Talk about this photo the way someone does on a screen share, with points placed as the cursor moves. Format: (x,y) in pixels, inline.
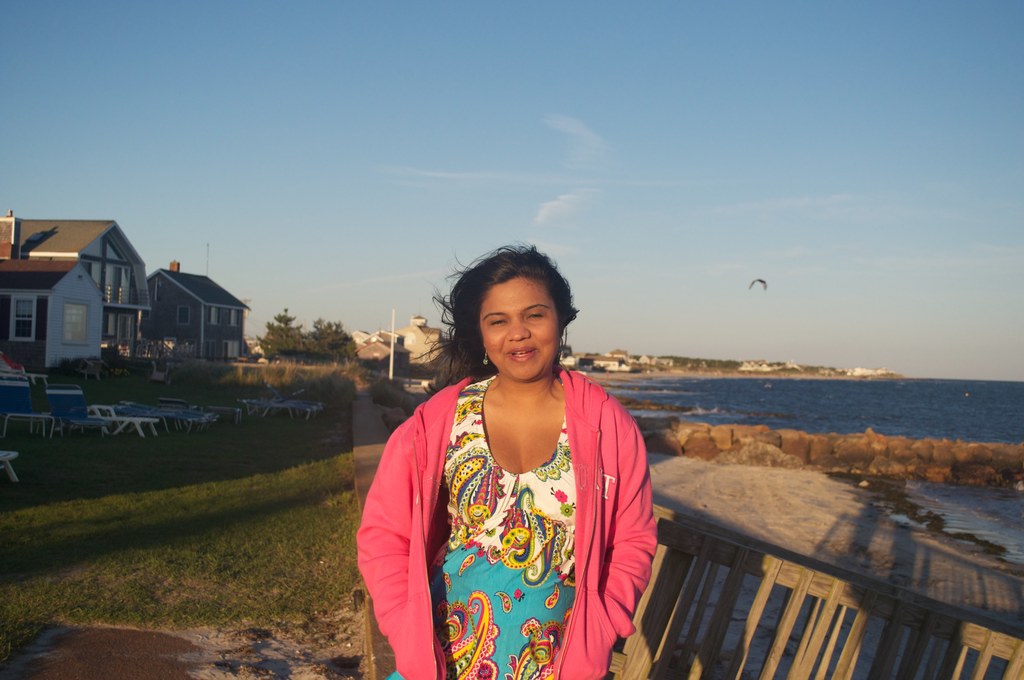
In this picture there is a woman (487,476) standing. At the back (70,278) there are buildings (79,289) and trees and poles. On the left side of the image (72,387) there are chairs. At the top (558,209) there is sky (544,235) and there are clouds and there is a bird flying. In the bottom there is water (1009,487). On the right side of the image (818,609) there is a railing (641,640).
